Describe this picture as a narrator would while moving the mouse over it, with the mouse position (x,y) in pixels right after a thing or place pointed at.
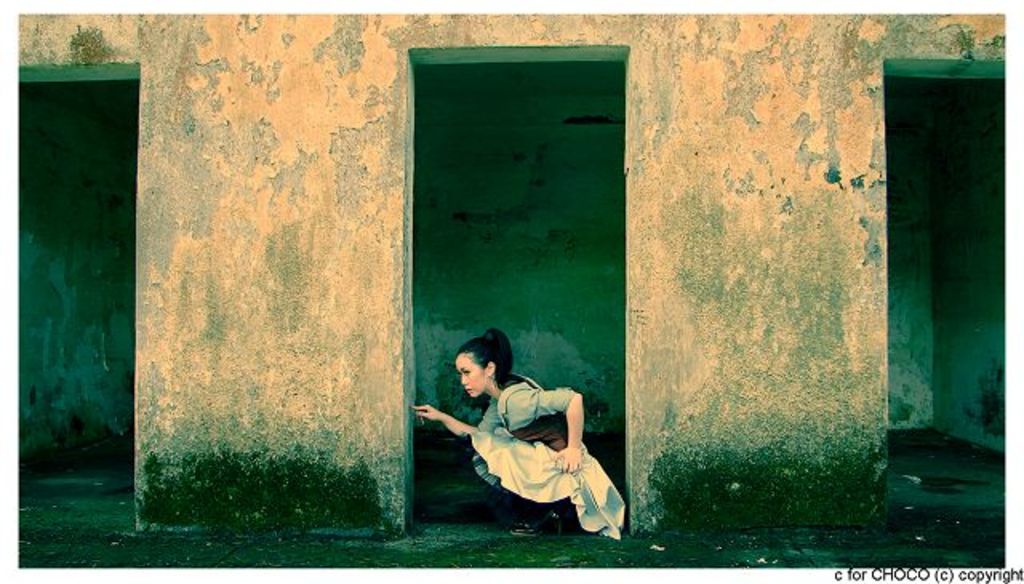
In this image there is a woman (567,447) in between the pillars (707,457). Behind the woman (554,427) there is a wall (91,394).
